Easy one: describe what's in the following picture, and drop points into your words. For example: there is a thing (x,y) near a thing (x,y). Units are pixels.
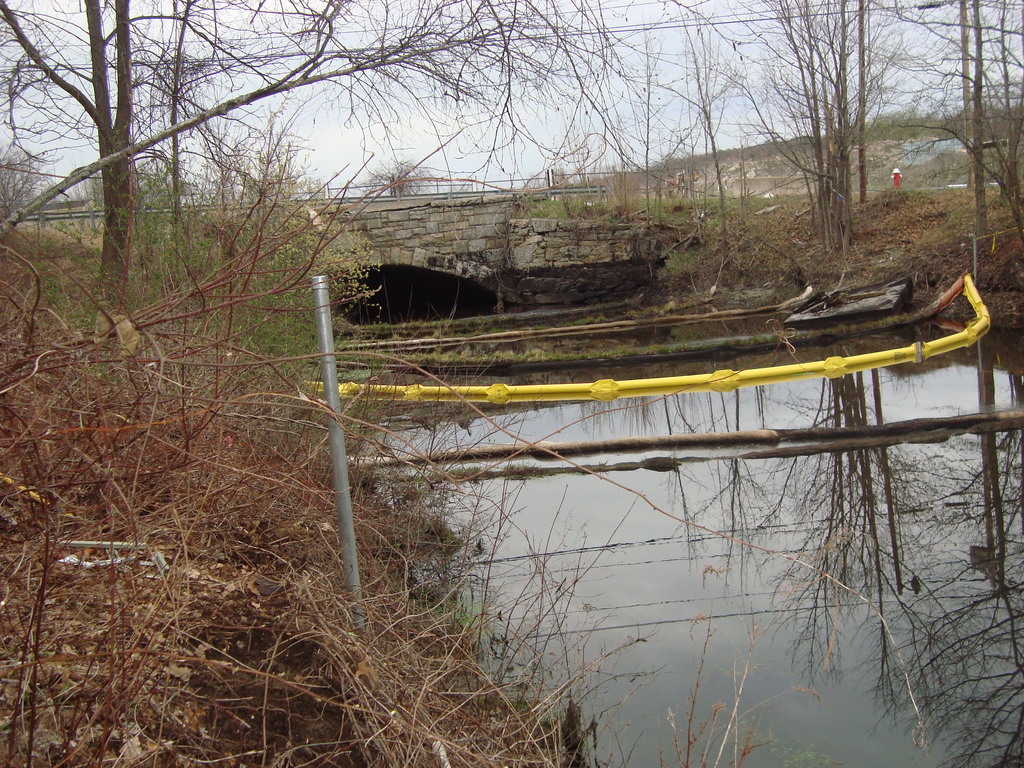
In this image we can see a bridge (634,277) on the water (557,640), there are plants (236,313), trees (505,123), poles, wooden sticks (848,299), wires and the sky (563,69).
